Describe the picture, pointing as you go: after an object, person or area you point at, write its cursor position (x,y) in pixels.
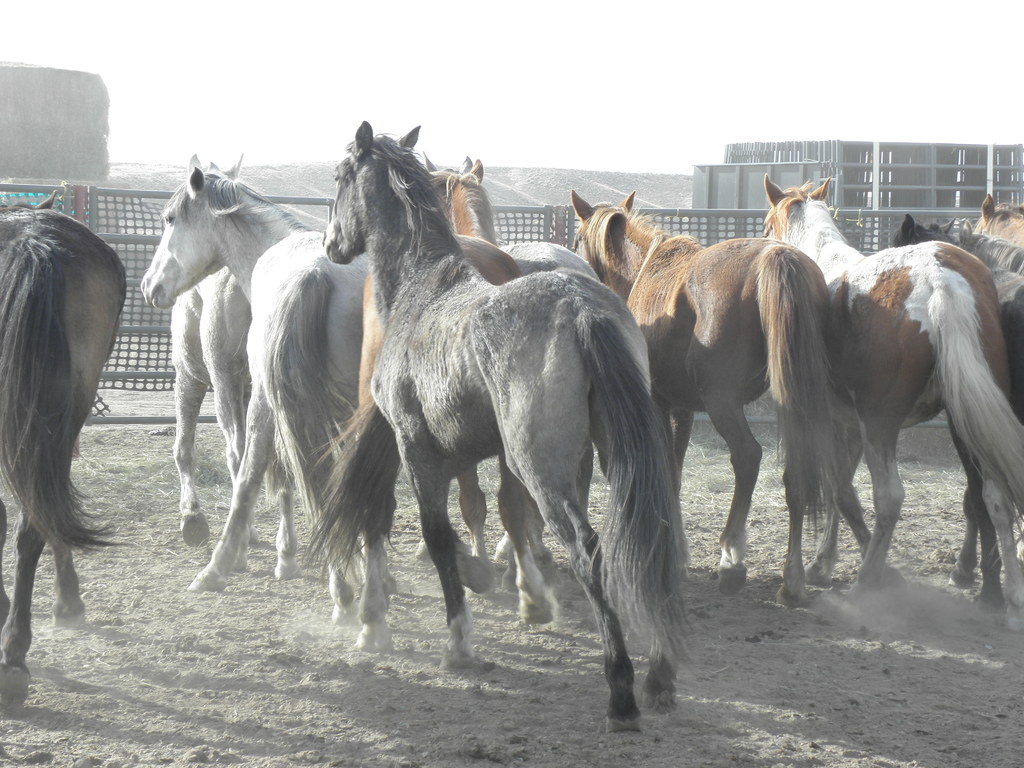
In the middle of the image (372,289) there are many horses (691,272) with black, white and brown color is running on the ground (513,636). In front of them there is a fencing (67,190). Behind the fencing (873,213) to the right side (987,162) there is a building (968,157) under construction and also there are hills (654,195). And to the top of the image (448,48) there is a sky (844,29).
